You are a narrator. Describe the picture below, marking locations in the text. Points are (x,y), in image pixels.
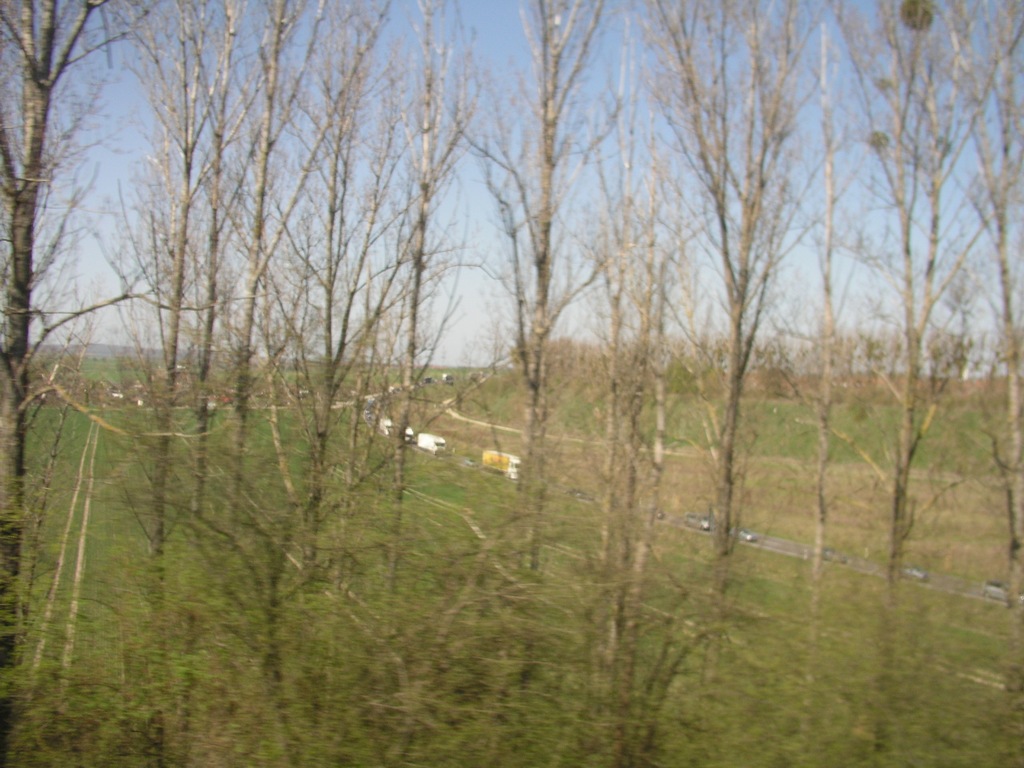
In the image there are dry trees (241,462) in the front (714,88) and behind the land (123,499) is covered with grass (120,518) all over the place and above its sky (487,23).
